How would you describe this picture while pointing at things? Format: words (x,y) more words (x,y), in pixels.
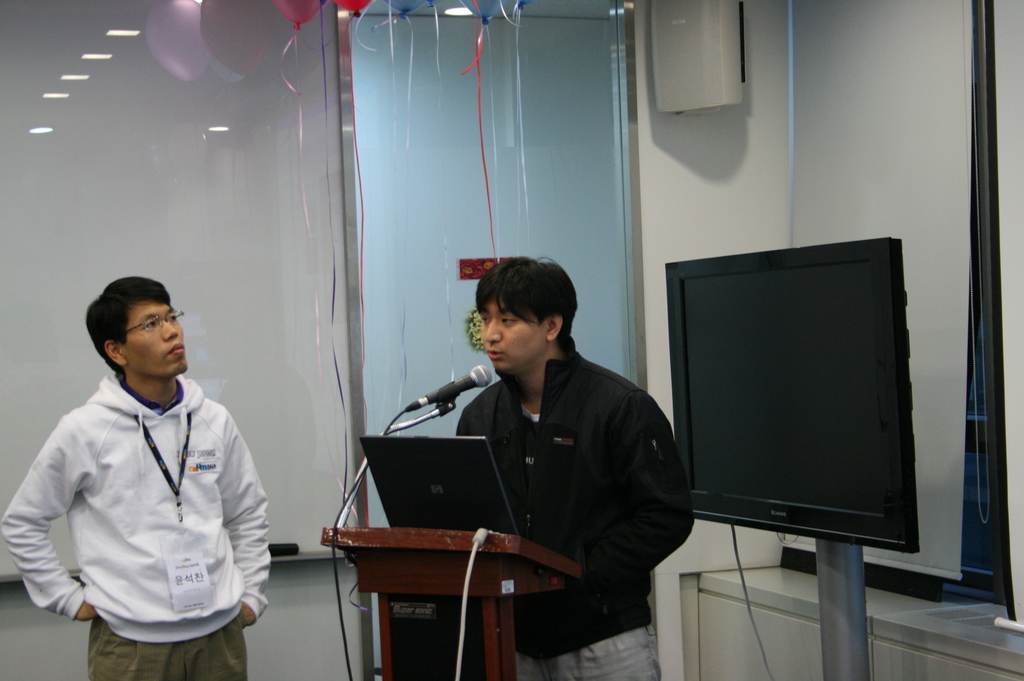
In this picture we can see two people (167,455), here we can see monitors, mic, podium (390,586) and in the background (280,415) we can see a wall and some objects (339,604).
